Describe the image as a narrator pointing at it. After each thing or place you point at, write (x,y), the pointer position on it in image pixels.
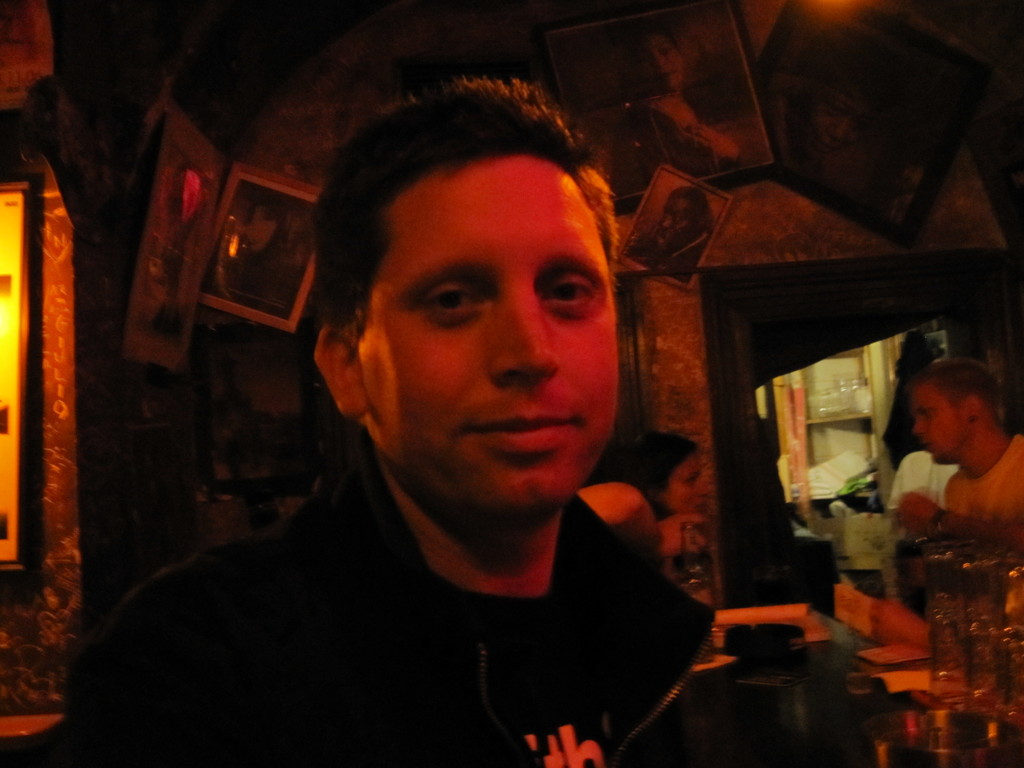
In the foreground of this image (382,648), there is a man (425,439). In the background (258,342), there are frames (936,139) on the wall (818,219), a woman (689,466) and a man (957,445) standing near a desk (857,639) on which there are glasses (953,640) and few more objects (902,668) and also there is a red color light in the background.
